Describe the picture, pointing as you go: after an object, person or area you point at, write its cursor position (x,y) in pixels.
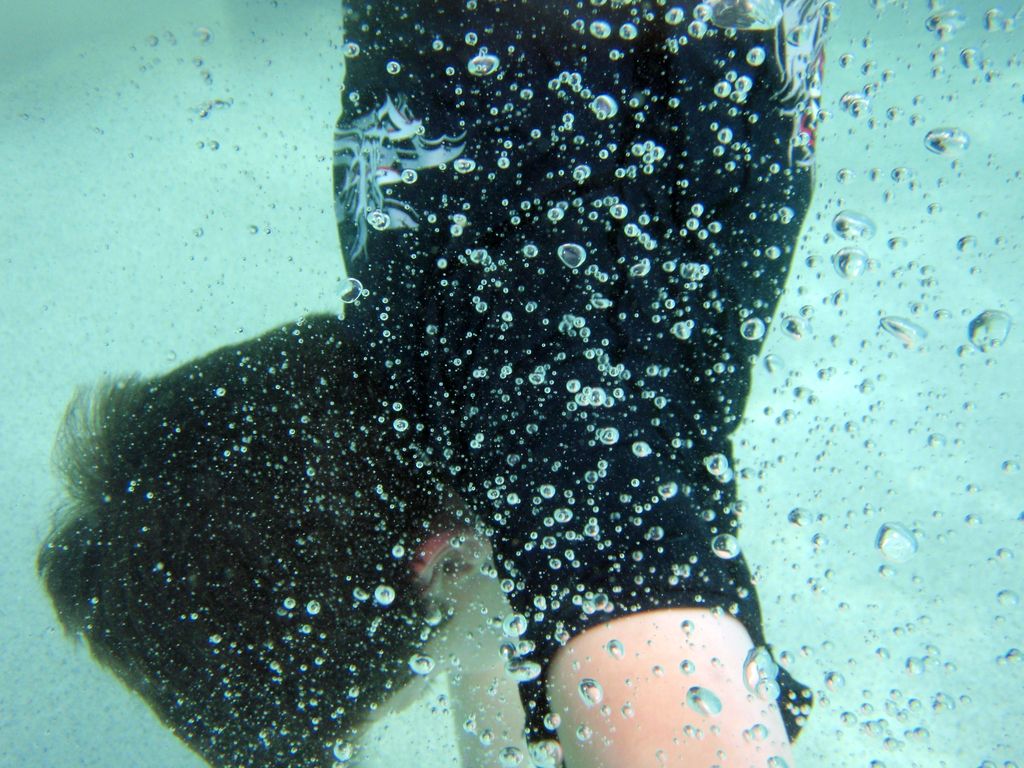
In this image we can see boy (442,345) underwater.
